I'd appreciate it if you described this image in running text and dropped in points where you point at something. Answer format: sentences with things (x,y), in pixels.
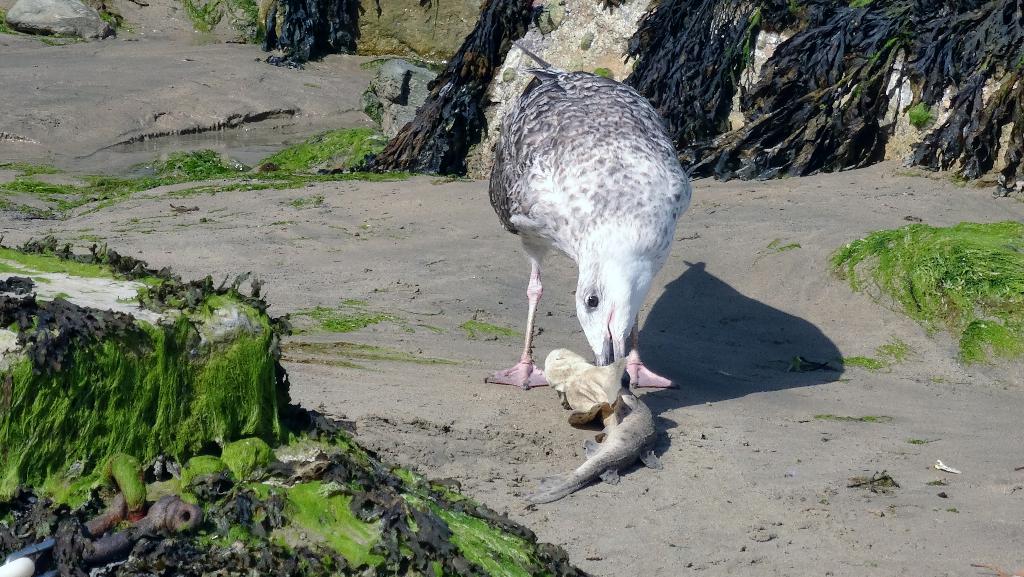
In the center of the image (584,248) we can see a bird (612,196) is eating a fish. In the background of the image (369,31) we can see the rocks (369,31), algae (374,451), mud (371,336), water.
